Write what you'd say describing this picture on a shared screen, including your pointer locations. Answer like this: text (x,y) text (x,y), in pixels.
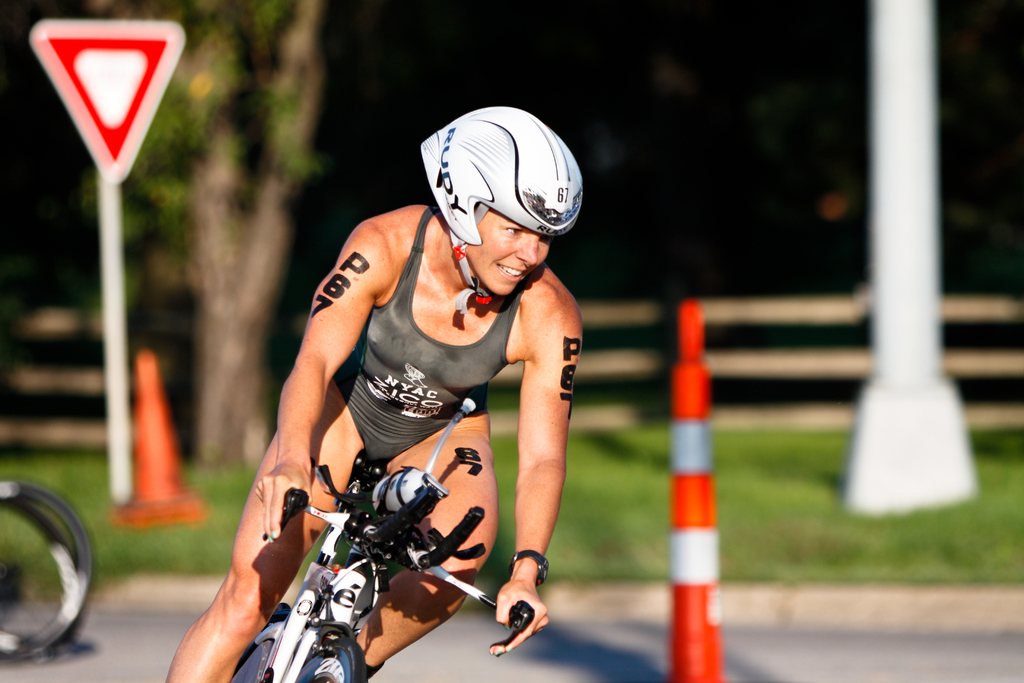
In this image I can see a woman (237,591) is sitting on a bicycle (465,524) in the front (491,310). I can see she is wearing a white colour helmet (429,162), grey colour dress (464,361) and a black colour watch (513,559). I can also see something is written on her arms (528,335). In the background (571,437) I can see traffic cones (689,488), grass (810,546), a pole (113,202), a sign board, a tree (254,204) and I can see this image is little bit blurry in the background (630,345).
